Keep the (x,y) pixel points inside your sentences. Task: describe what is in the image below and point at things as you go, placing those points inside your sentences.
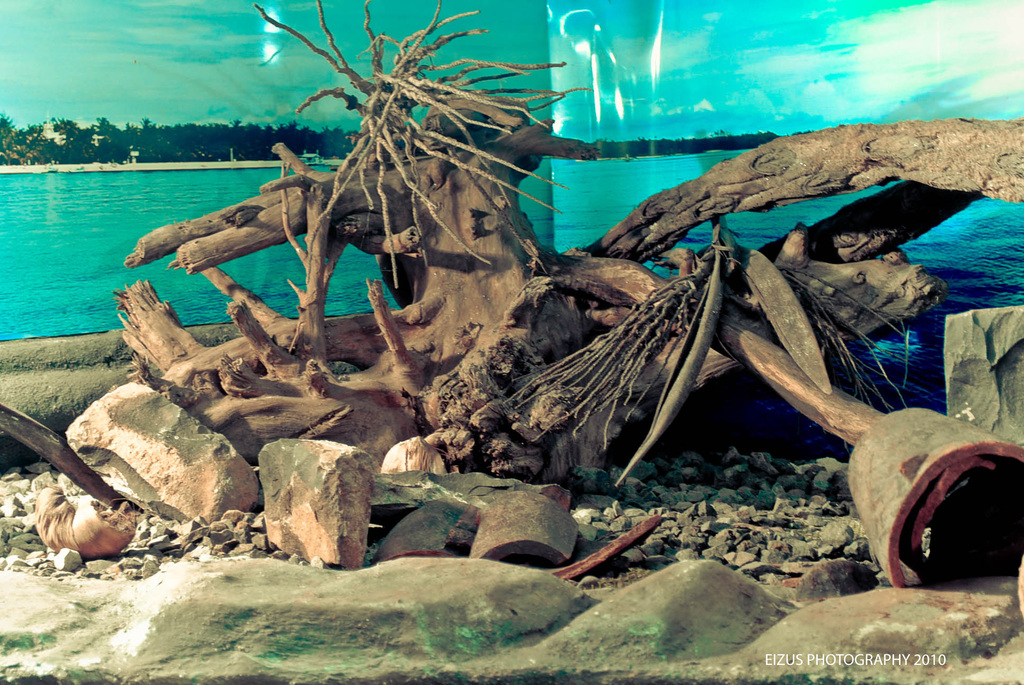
In this picture, we can see some trunks (623,229) of tree (613,430), stones (104,399), and we can see some objects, water (760,230), ground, trees (233,138), and the sky (708,53) with clouds (1010,48).
